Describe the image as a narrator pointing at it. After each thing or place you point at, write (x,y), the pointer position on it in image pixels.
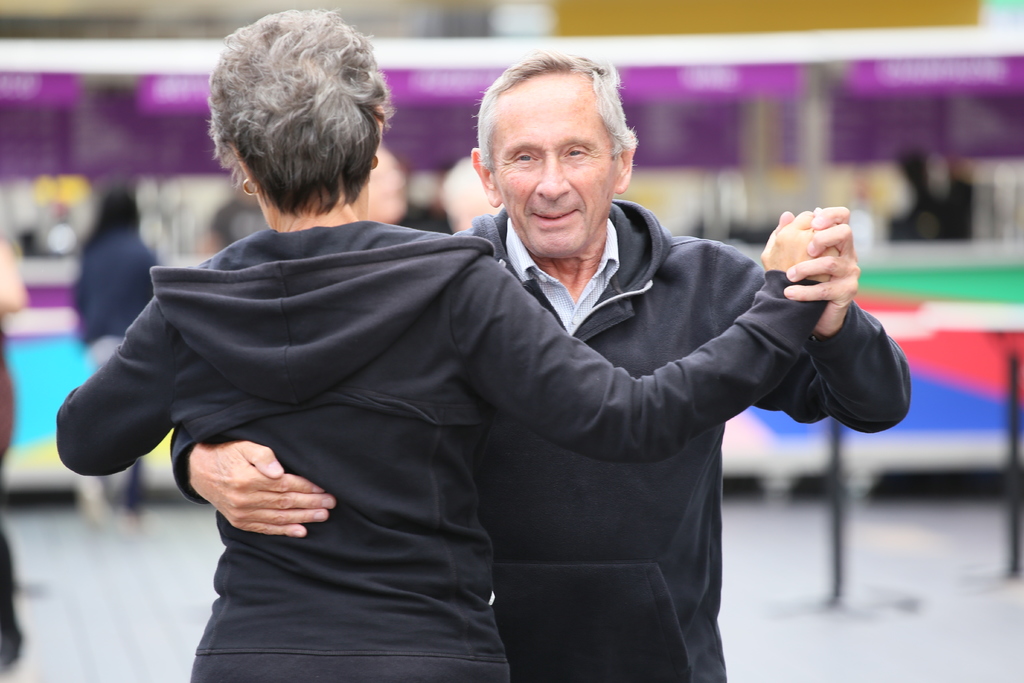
In the center of the image (596,415) we can see two persons (653,397) are standing and they holding their hands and they are wearing jackets (610,405). And the man (617,289) is smiling. In the background (20,194), we can see poles (1015,399), banners (978,339), few people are standing and a few other objects (697,2).
